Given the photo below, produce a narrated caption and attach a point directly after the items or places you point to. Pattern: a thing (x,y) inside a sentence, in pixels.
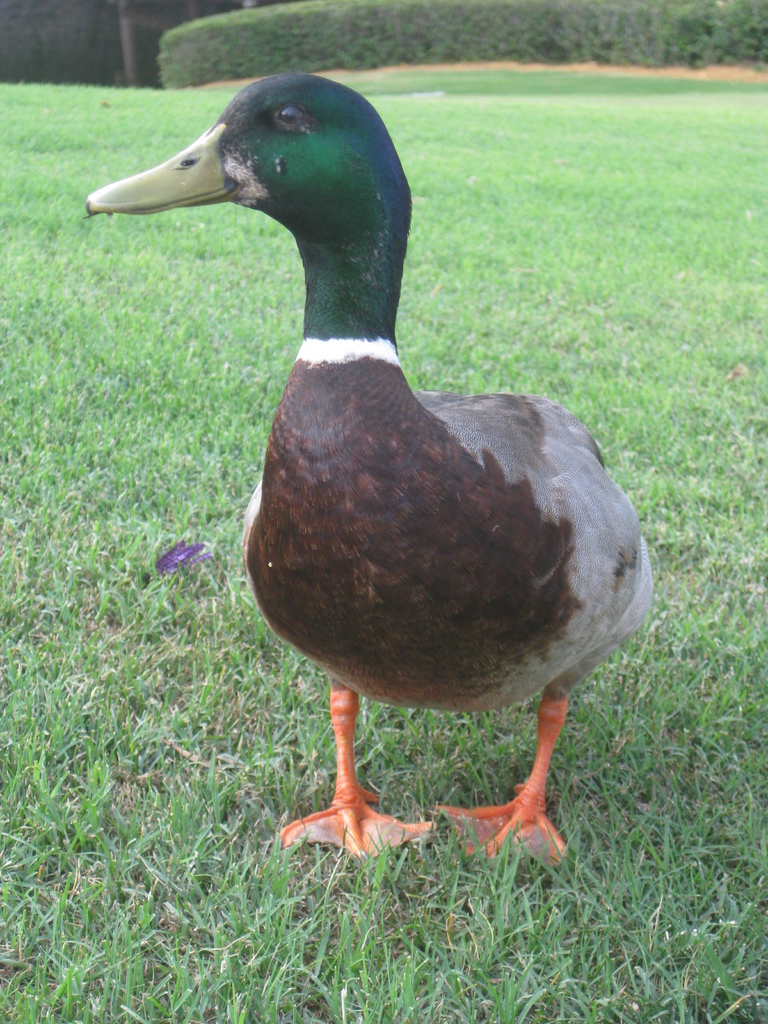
Here I can see a bird (333,561) on the ground (340,862) which is looking at the left side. I can see the grass (80,851) on the ground (124,736). In the background (162,46) there are some plants (233,37).
